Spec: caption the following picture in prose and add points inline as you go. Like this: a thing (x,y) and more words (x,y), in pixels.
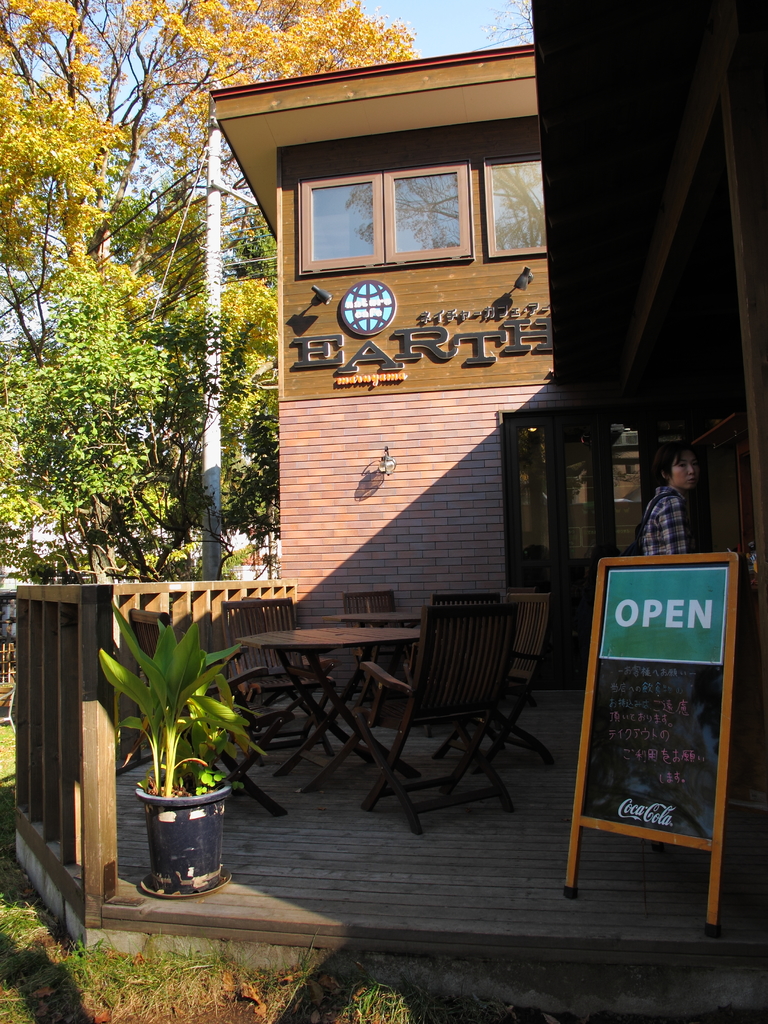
In the middle of the image (487,514) there is a building (356,530) and there are some chairs (478,674) and tables (346,698). Bottom Right side of the image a man (679,472) is standing. Bottom left side of the image (48,683) there is a fencing (31,657) and there is a plant (119,718). Top left side of the image (54,215) there are some trees (218,11) and pole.
